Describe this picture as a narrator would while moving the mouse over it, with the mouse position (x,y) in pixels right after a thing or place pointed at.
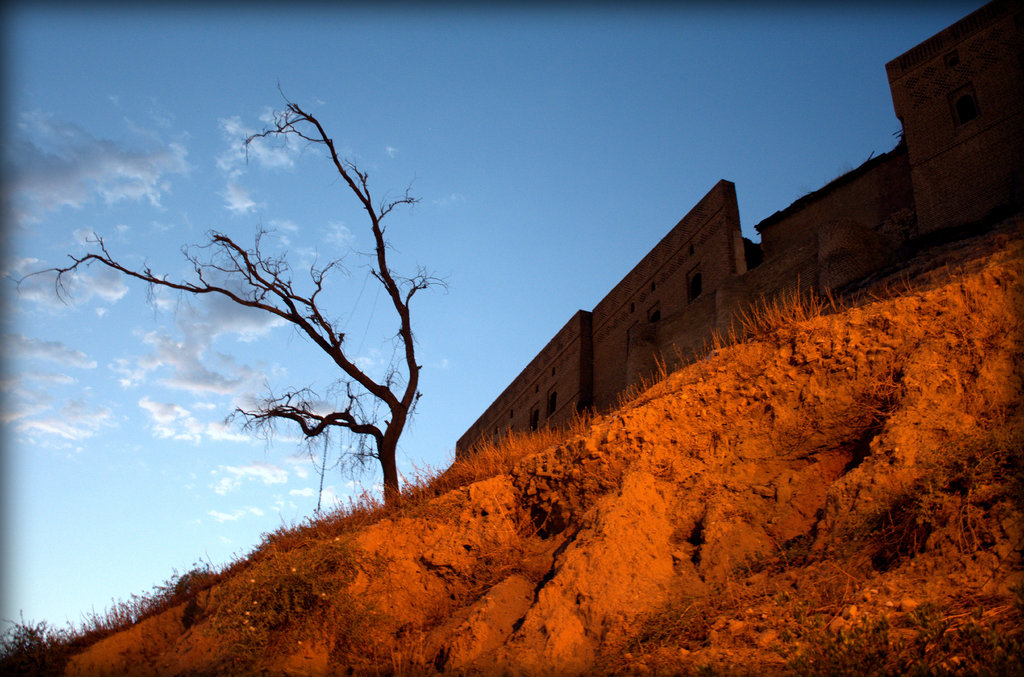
In the foreground of this image (536,571), at the bottom (659,497), there rock (576,673) and the grass (475,456). In the middle (569,346), there is a tree (374,428) and the wall (670,239). At the top (209,30), there is the sky (139,85) and the cloud (81,173).
